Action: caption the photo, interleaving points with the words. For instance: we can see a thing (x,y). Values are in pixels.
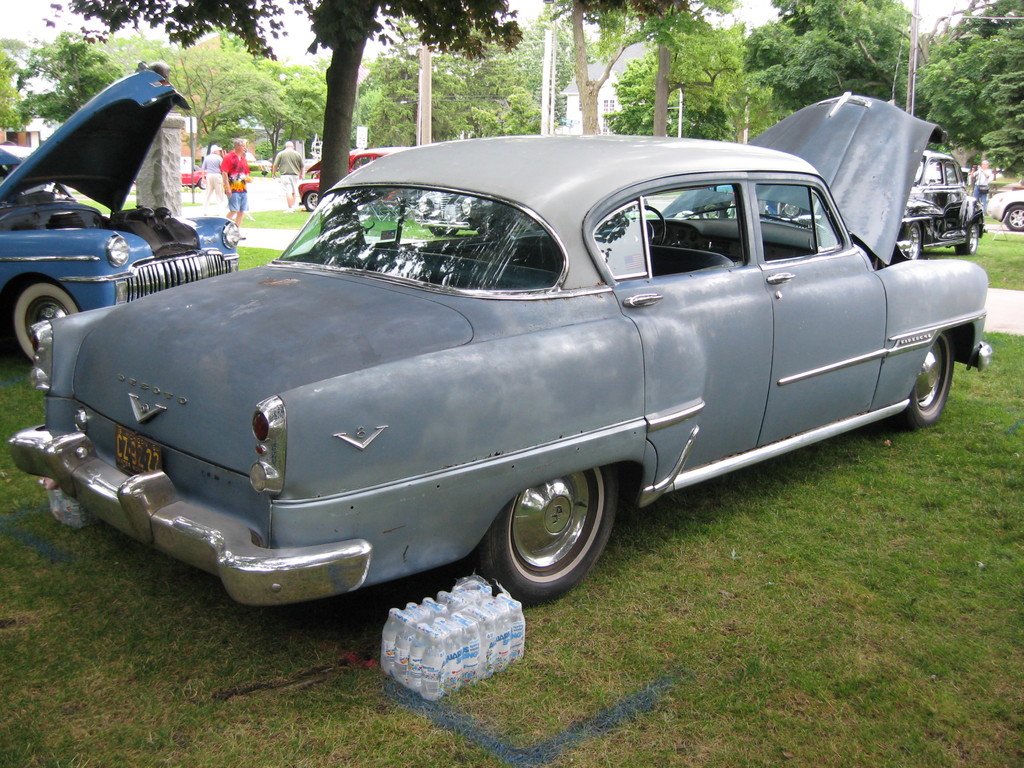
It is a car (704,475) in grey color, at the bottom (482,671) there are packed bottles (473,675). There are trees (512,42) at the backside of an image (455,20).
